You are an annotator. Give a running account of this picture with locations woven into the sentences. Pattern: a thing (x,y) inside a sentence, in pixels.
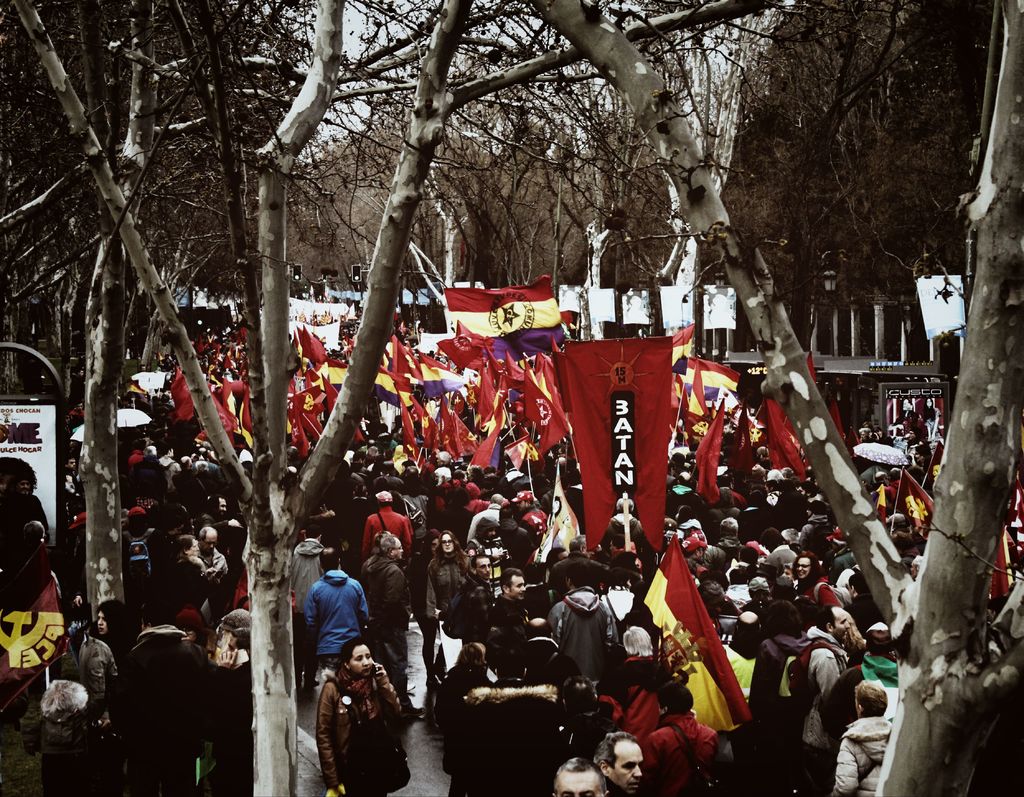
In this picture we can see a group of people (484,717) standing on the road (442,782), banners (612,399), flags (494,334), vehicle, traffic signal lights (354,271), trees (384,288) and some objects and in the background (402,37) we can see the sky (402,37).
